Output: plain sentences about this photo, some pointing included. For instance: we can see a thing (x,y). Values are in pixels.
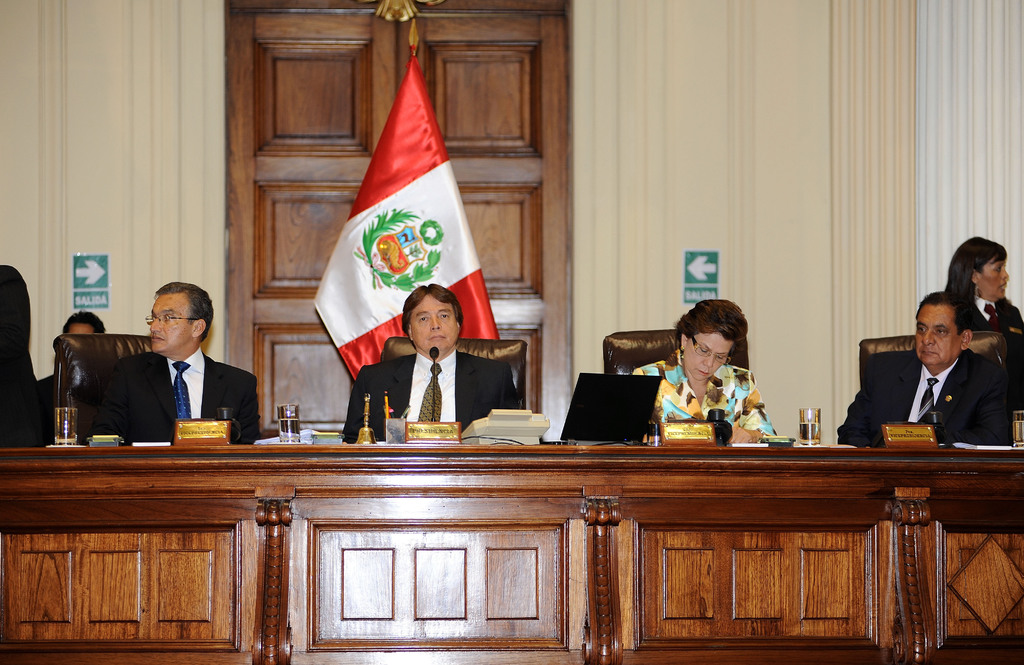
In this image I can see group of people (477,379) sitting. In front (438,403) the person (474,365) is wearing black blazer (461,378), white shirt (445,384) and brown color tie (427,396). I can also see few glasses (802,434), laptops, microphones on the table (796,455). Background (478,224) I can see a flag (452,244) in white and red color, doors (527,59) in brown color and the wall (745,115) is in white color.
